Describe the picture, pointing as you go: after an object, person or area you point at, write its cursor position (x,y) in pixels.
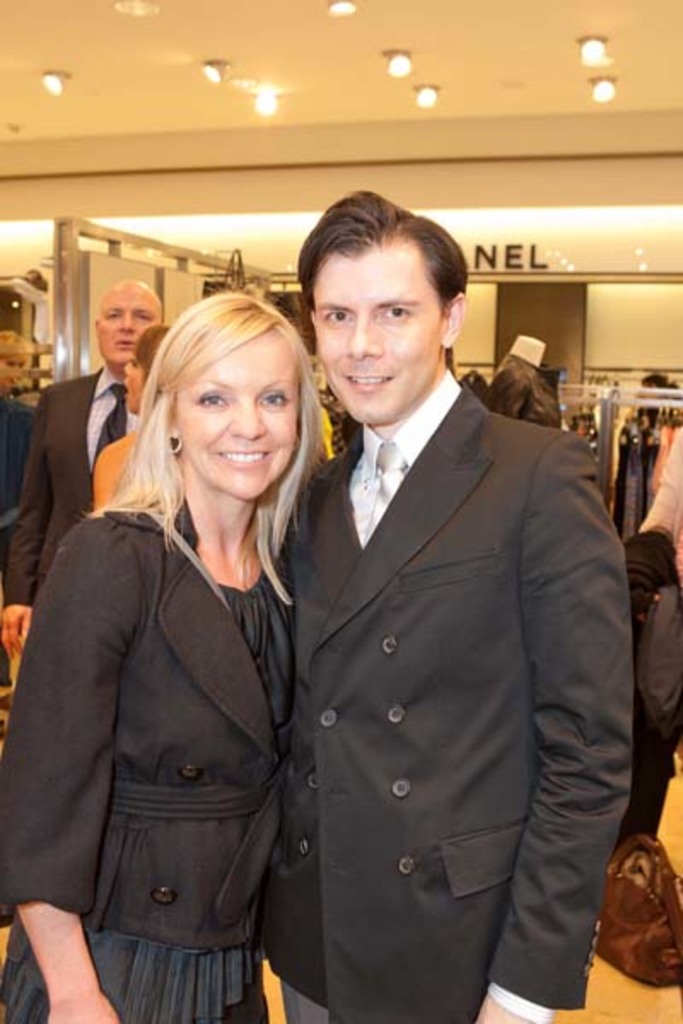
This picture is clicked inside the hall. In the foreground (443,662) we can see a man (403,415) and woman (216,532) wearing blazers (306,647), smiling and standing on the ground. At the top (111,108) there is a roof (146,52) and the ceiling lights (589,50). In the background (638,509) we can see the clothes (642,496) hanging on the metal rods (644,401) with the help of the hangers (631,419) and we can see the group of people (93,445) standing on the ground (652,1003) and a bag (640,886) is placed on the ground (662,997) and we can see a mannequin (524,355) wearing clothes (546,406) and standing. In the background (534,259) we can see the text (525,259) on the wall (491,259) and we can see some other objects (138,268).
